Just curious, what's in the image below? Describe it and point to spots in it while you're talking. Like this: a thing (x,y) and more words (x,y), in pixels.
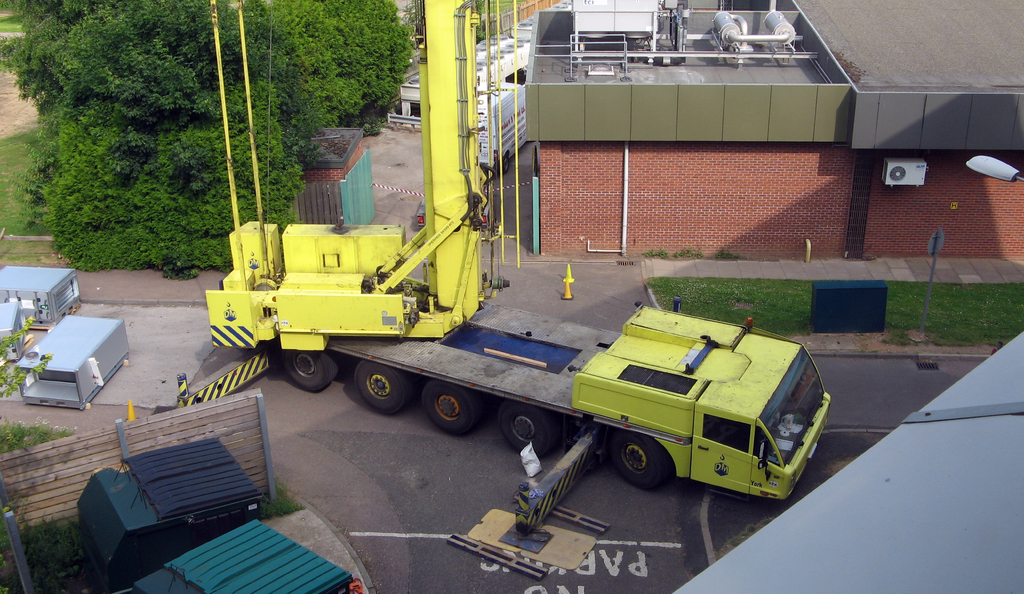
In this image we can see there is a vehicle (477,386) on the road (592,497) and there are iron rods (459,541). At the side there are boxes (90,360) and fence (71,468). And there is a street light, trees (325,88), buildings (910,147) and grass (11,180).
